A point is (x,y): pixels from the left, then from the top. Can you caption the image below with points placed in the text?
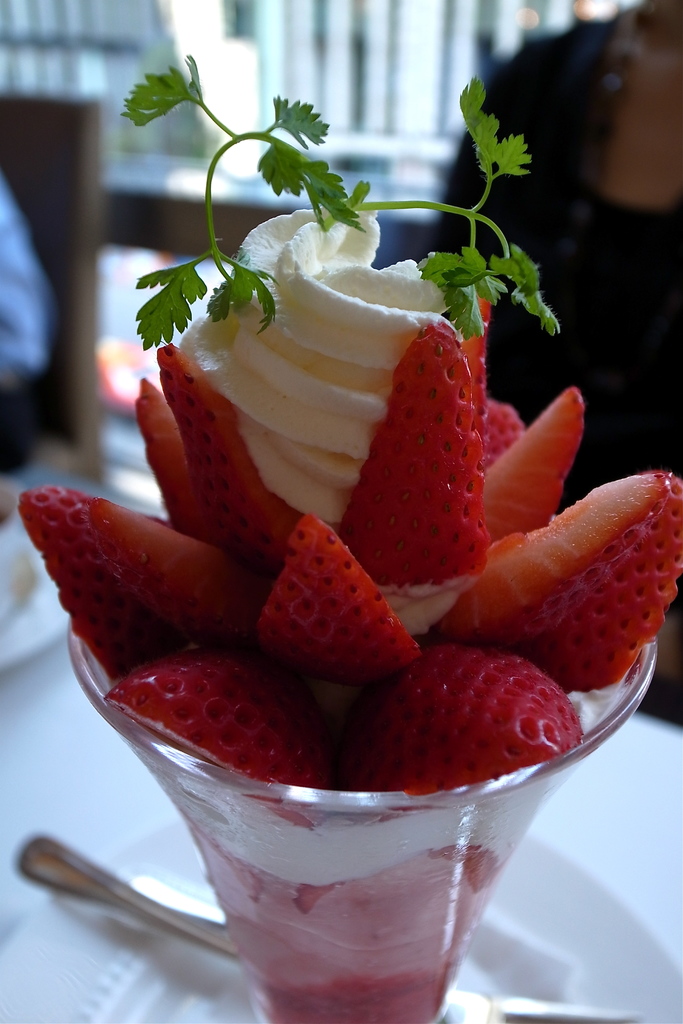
In the foreground of this image (421,609), there is an ice cream (321,270) and few strawberry pieces (421,691) in a glass (381,958) which is on a saucer (133,993) and a spoon (158,905) placed on the saucer (154,859). In the background (651,137), there are two persons (8,274) sitting on the chairs (73,165) near a white table (648,825). In the background (302,45) top side of the image (302,41), it is blurred.
